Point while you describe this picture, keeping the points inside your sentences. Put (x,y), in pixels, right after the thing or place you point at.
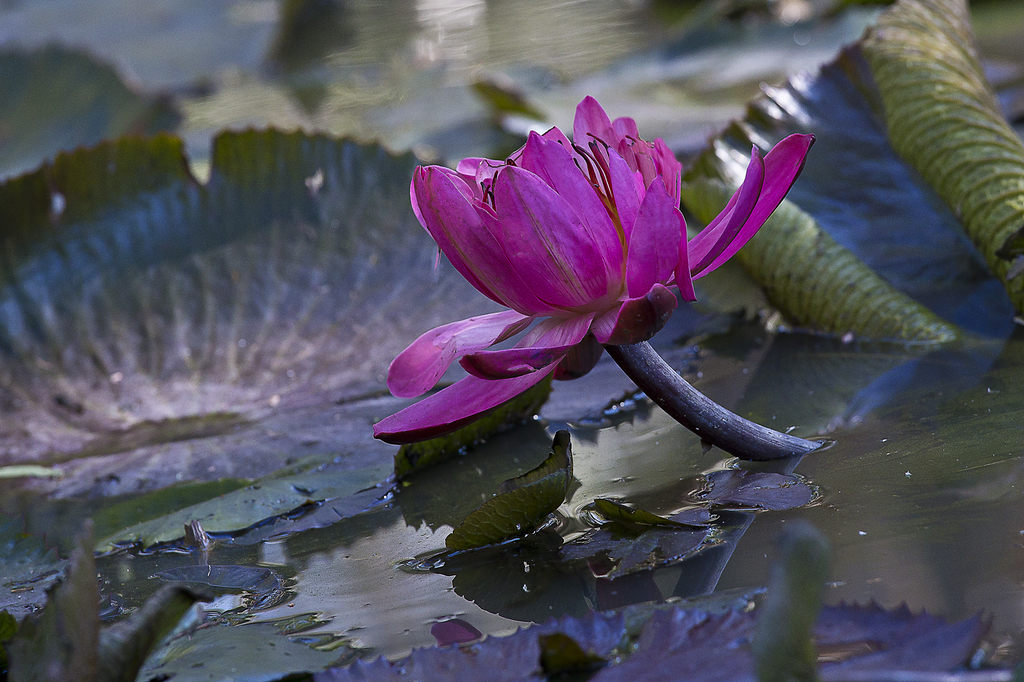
In this image we can see a pink color lotus (459,384), leaves (535,650) and some water body (437,552). In the background (360,164) image is in a blur.
